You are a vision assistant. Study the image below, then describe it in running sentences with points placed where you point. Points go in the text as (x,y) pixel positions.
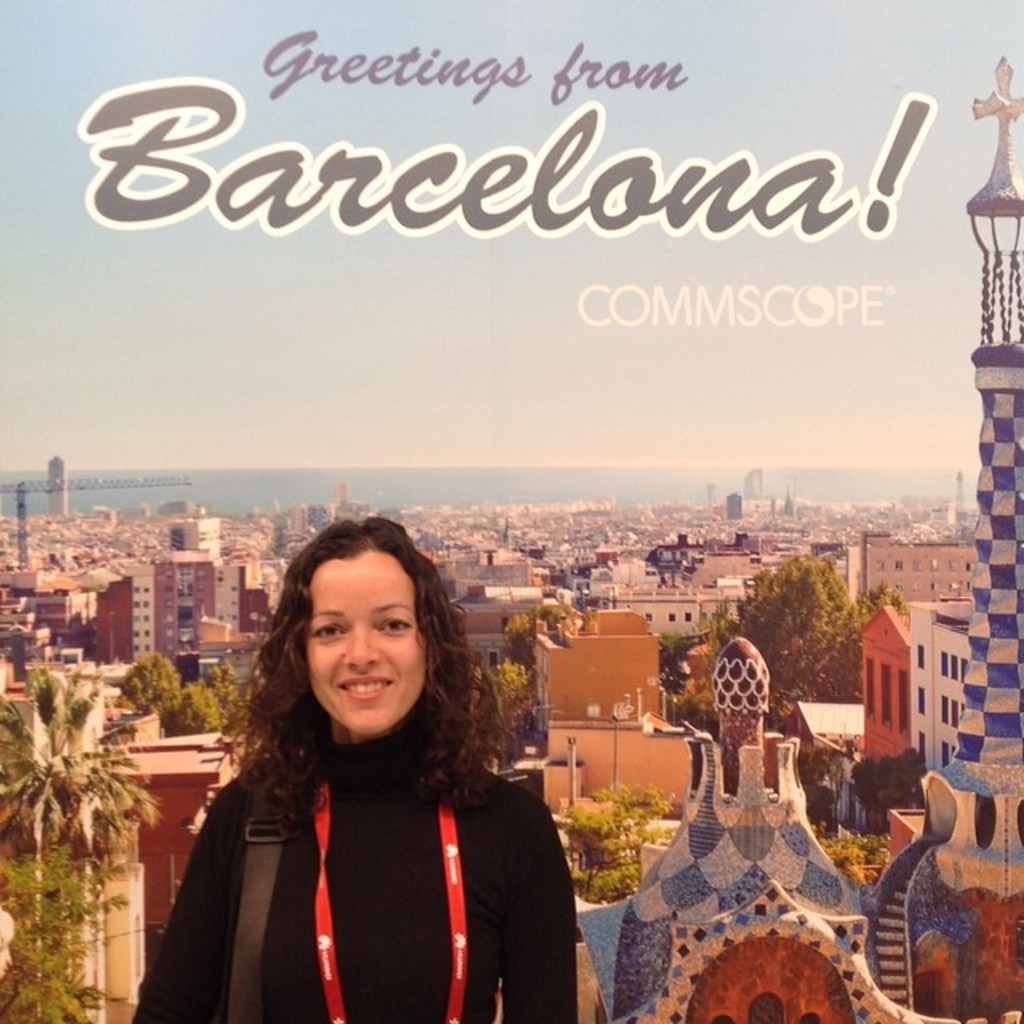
In this image I can observe a woman (373,746). Behind the women (453,659) there are some buildings (690,608). In the background (634,494) I can see a water surface (442,494).
